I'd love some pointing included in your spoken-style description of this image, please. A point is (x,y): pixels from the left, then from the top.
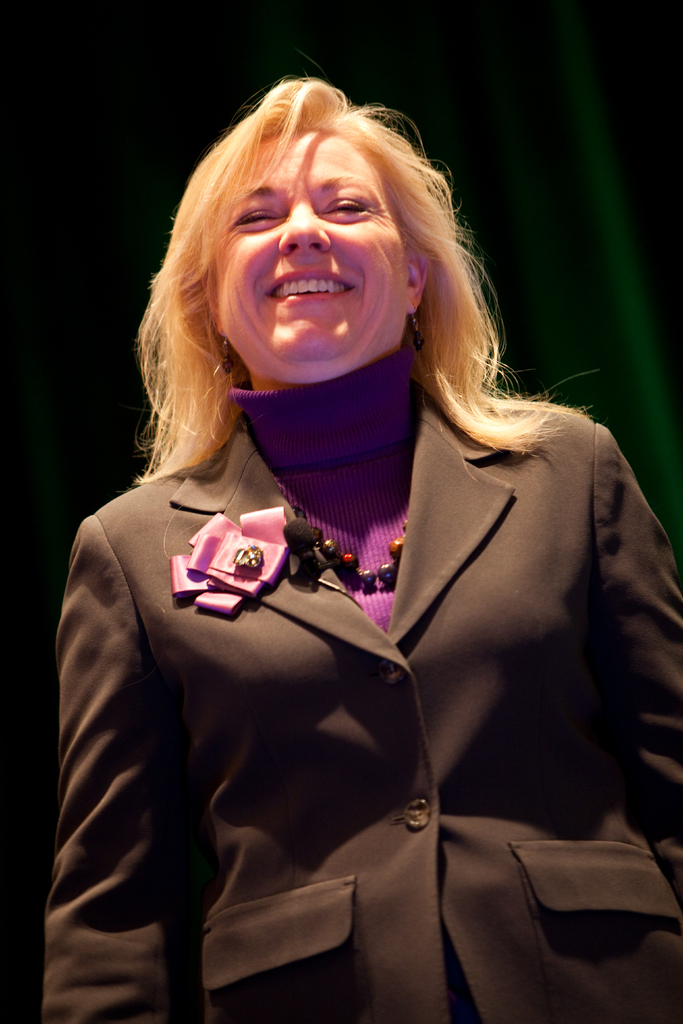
In this image I can see a woman (225,418) in the front (296,689) and I can also see smile on her face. I can see she is wearing brown blazer (423,825).
